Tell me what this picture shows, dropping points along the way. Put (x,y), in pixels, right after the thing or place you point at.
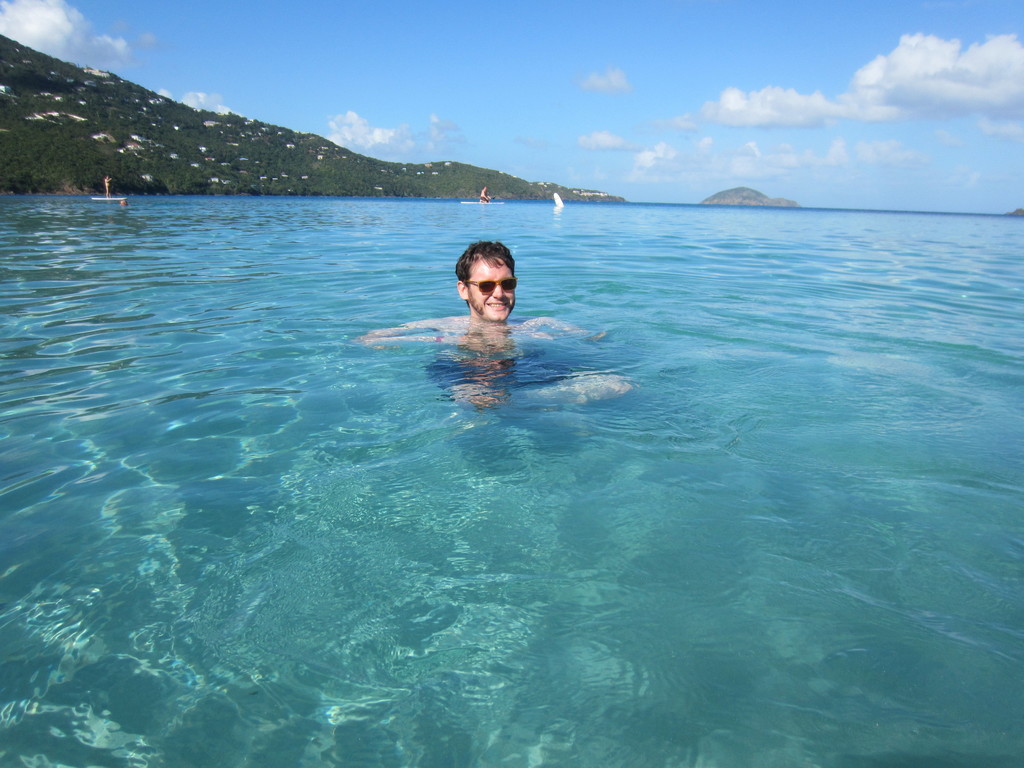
There is a man (469,371) in the water (452,393). Far we can see people (488,200). In the background (491,173) we can see hills (196,140), trees (454,168) and sky (635,87) with clouds (729,98).
